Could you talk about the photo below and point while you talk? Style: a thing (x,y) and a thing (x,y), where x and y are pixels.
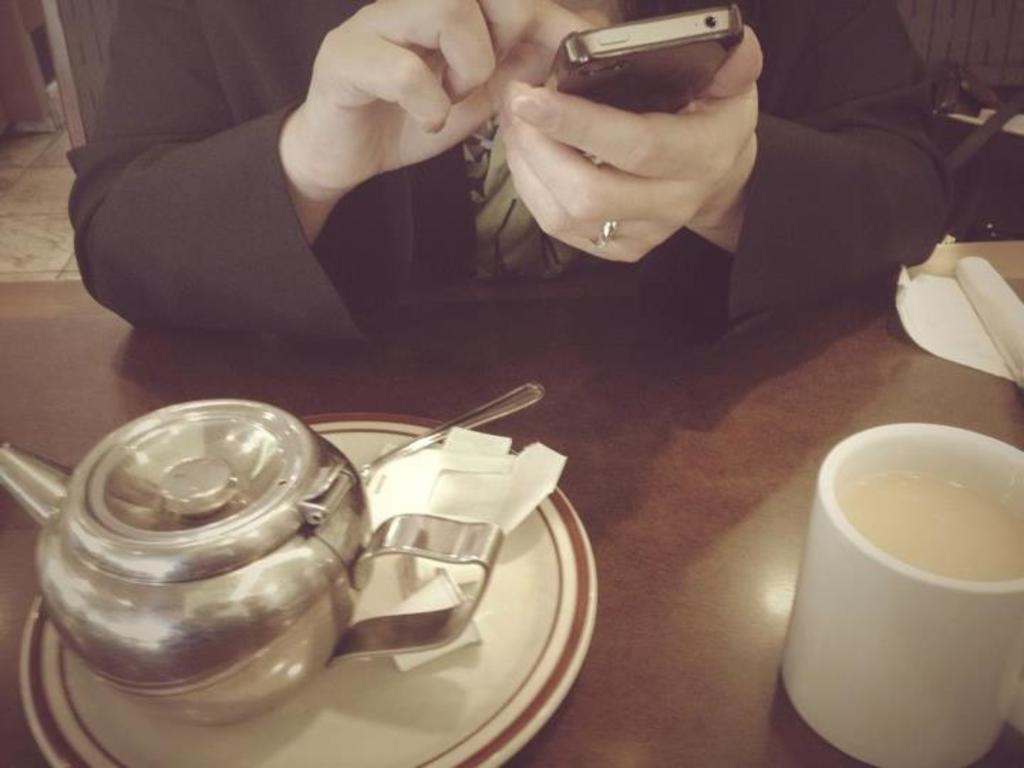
Here we can see a person (513,66) holding a mobile phone (579,64) in hand (591,126) and we can see a kettle (274,489) and Cup (890,494) and a plate (527,581) placed on the table (390,403) present in front of her
